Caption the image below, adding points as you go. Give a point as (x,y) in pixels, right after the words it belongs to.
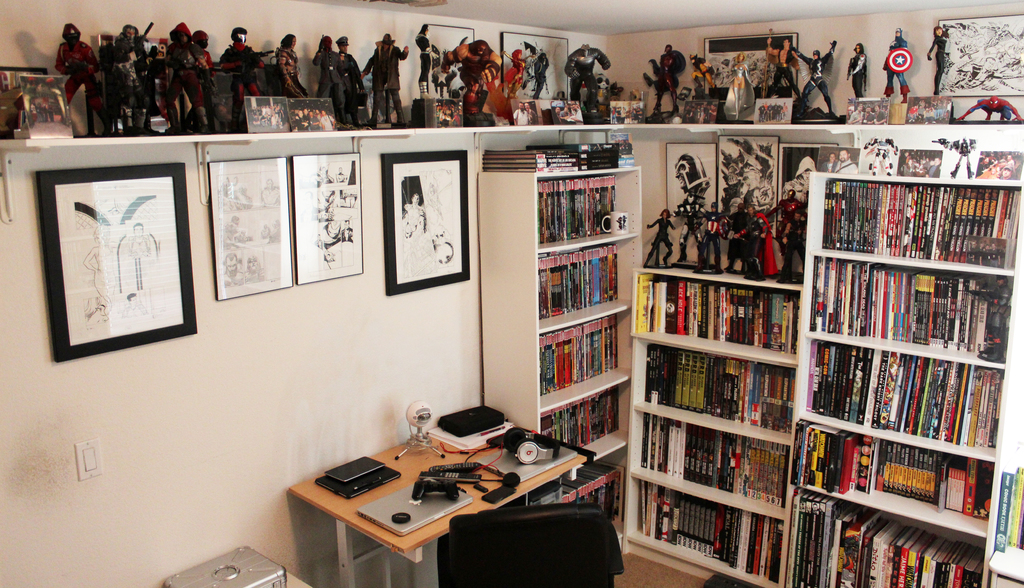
This room (537,217) consists of bookshelves (643,334), toys (133,93), photo frames (236,227) on the wall (348,398), table (398,511) and chair (498,516). On the table (547,479) there are laptop (505,462), headphones (532,445), book (347,462), camera (428,415) and there are books (653,321) in bookshelves (769,355).
